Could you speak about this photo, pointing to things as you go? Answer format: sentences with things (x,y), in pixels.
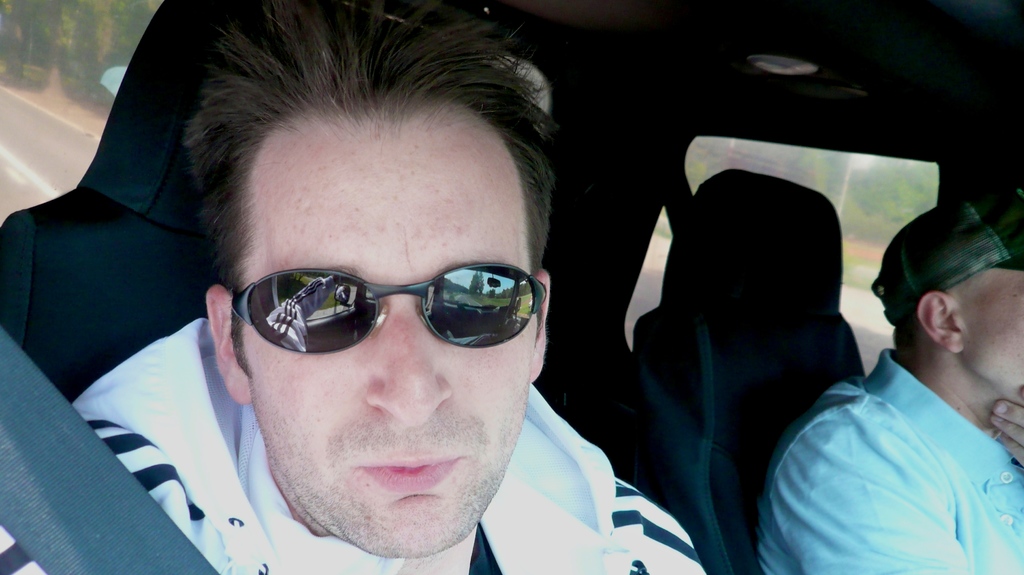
This image is taken inside a car (738,297). There is a person (197,394) sitting in front of the image wearing sunglasses (501,295). Beside him there is another person (961,220) wearing a cap (913,251). In the background of the image (48,33) we can see tree (28,31) and road (35,135).
